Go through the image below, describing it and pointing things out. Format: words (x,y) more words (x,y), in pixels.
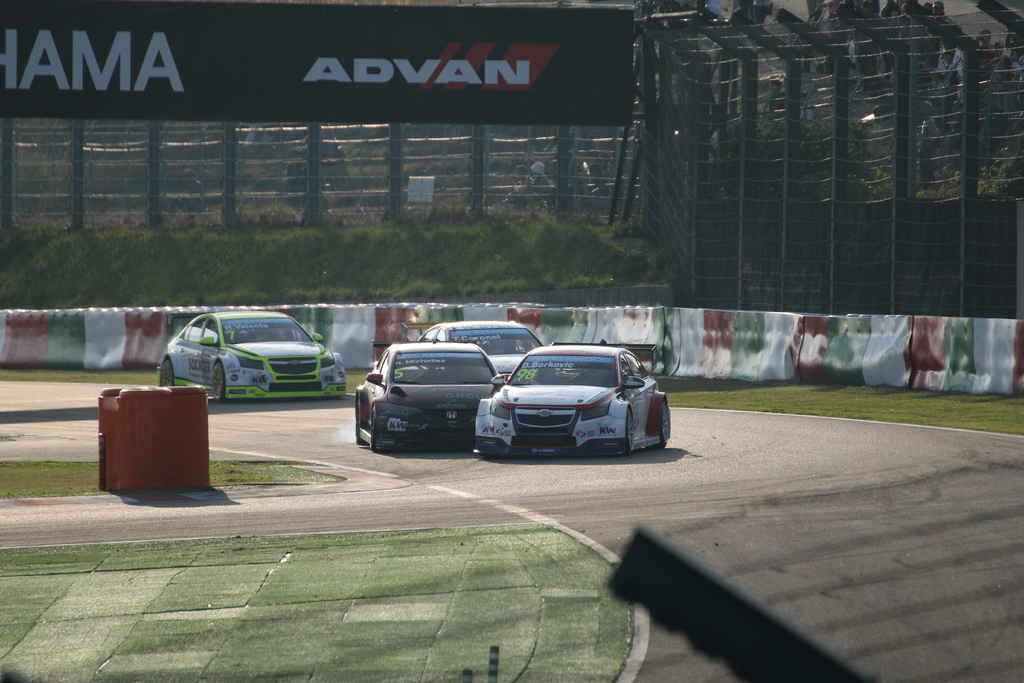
In this picture I can see the road (939,640) on which there are 4 cars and I can see the grass (161,298) on both the sides. In the background (973,39) I can see the fencing (740,153) and through the fencing (164,151) I can see few people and on the top of this picture (280,59) I can see a board (265,70), on which there is something is written.
